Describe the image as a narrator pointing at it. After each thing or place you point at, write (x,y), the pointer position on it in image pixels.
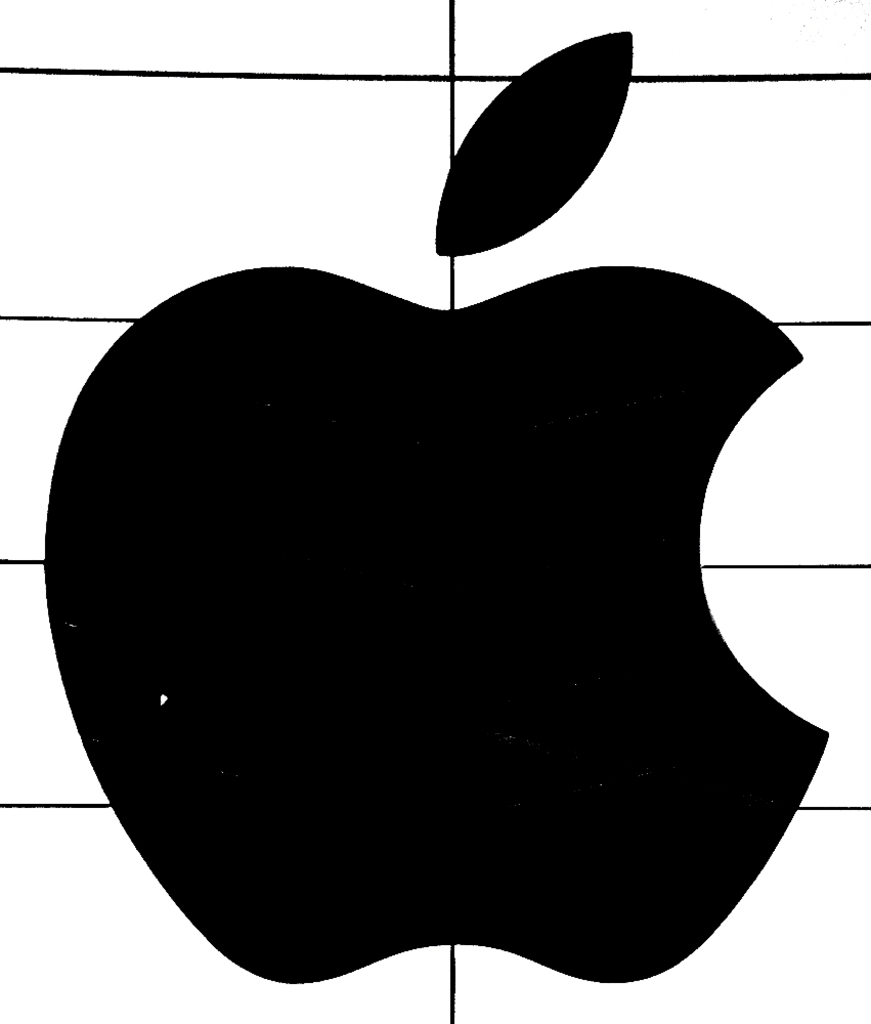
In this image, we can see a logo (513,658) on the white background.
